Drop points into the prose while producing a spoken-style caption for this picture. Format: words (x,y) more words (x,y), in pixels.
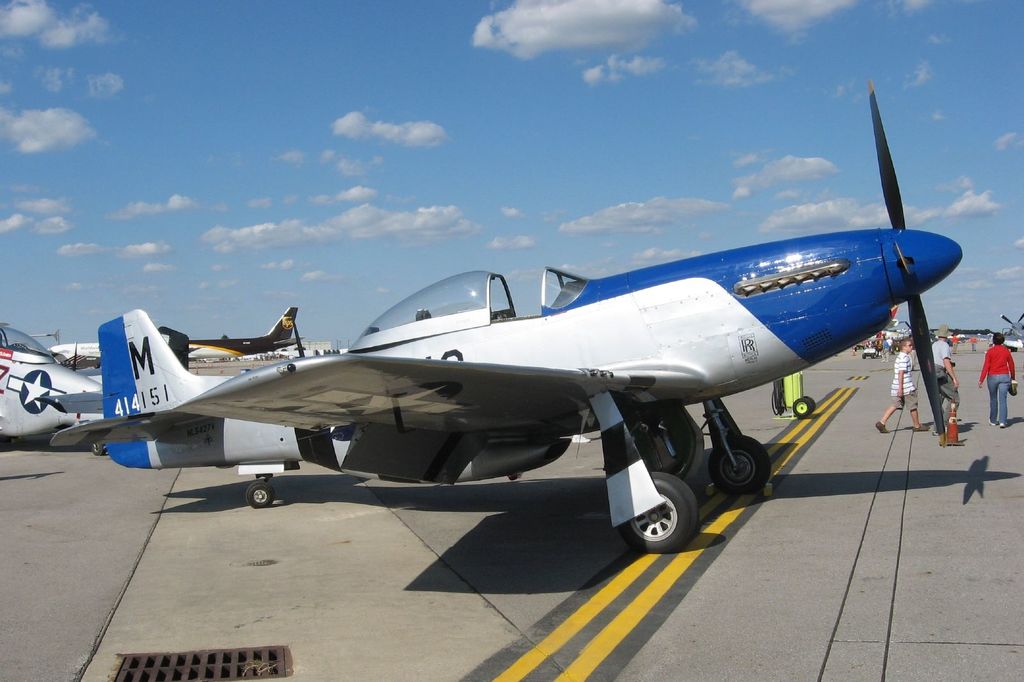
This image consists of a plane (624,355) in blue and silver color. At the bottom (448,608), there is a road (408,583). At the top (393,186), there are clouds (429,140) in the sky (459,150). To the right (1002,373), there are people (906,388) walking.
